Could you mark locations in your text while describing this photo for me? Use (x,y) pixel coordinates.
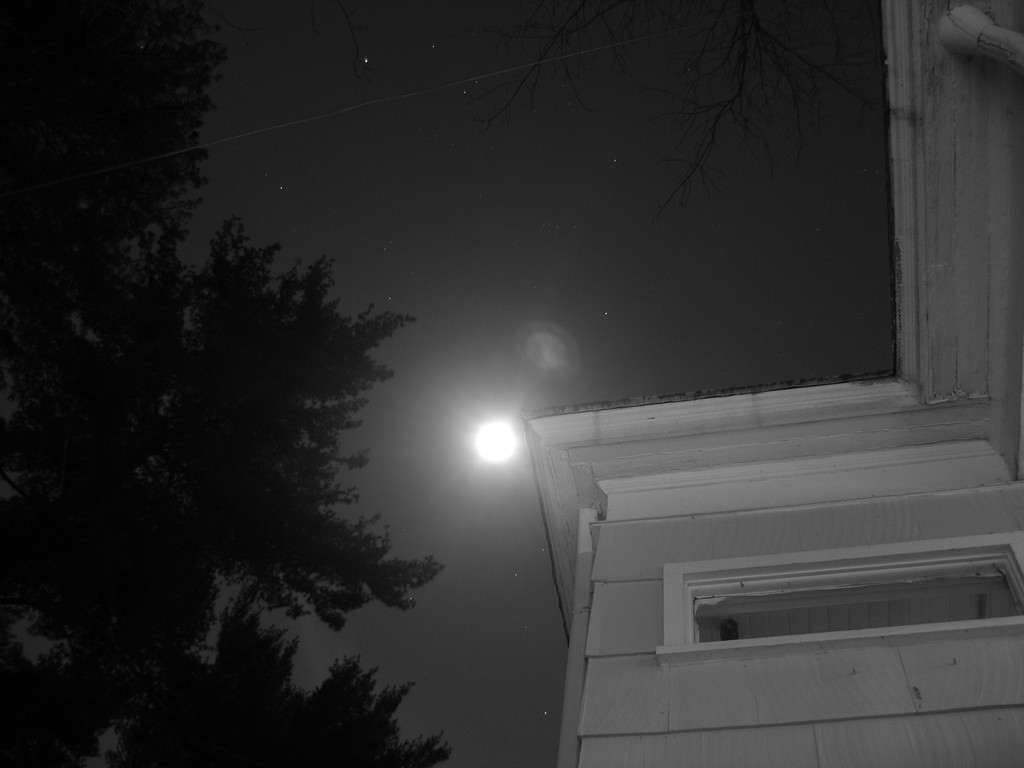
In this image in the front (691,598) there is a building (810,587) and on the left side (146,417) there are trees (201,478) and there is moon (510,442) in the sky (496,400).
